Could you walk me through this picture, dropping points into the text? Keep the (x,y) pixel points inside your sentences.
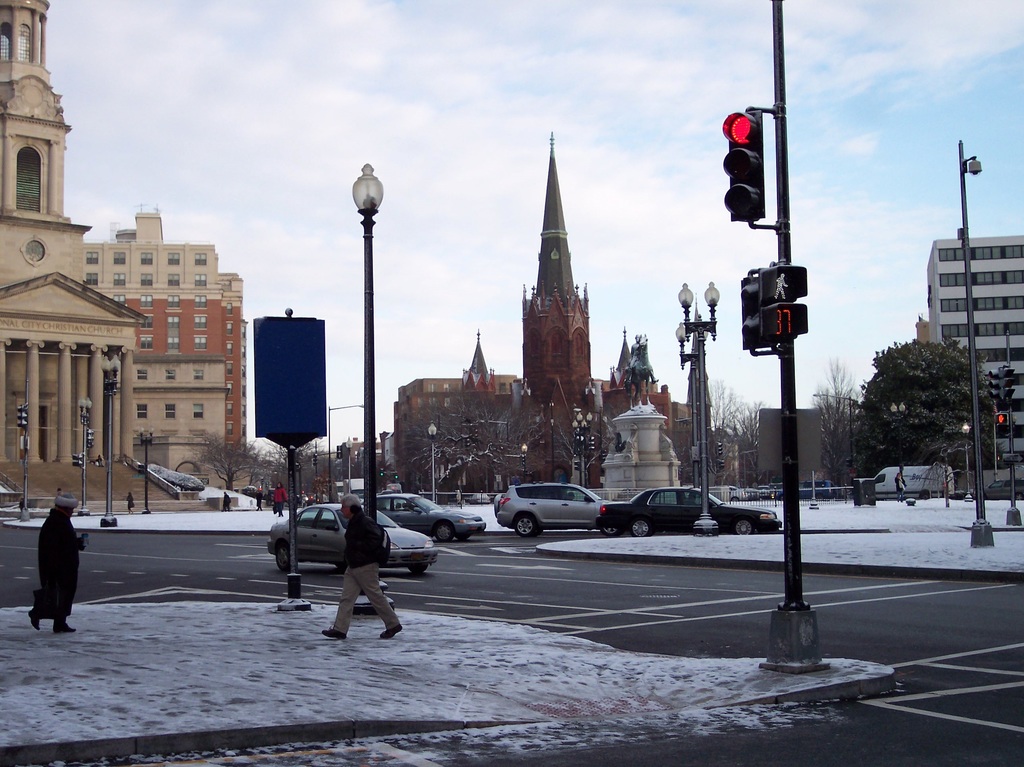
In this image we can see some buildings (536,332), a group of trees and a tower (561,363). We can also see a group of vehicles (584,506) on the road (626,610), some people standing on the footpath (414,687), some street poles (329,467), the traffic signal (736,153), the signboards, a fence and the sky (651,272) which looks cloudy.
